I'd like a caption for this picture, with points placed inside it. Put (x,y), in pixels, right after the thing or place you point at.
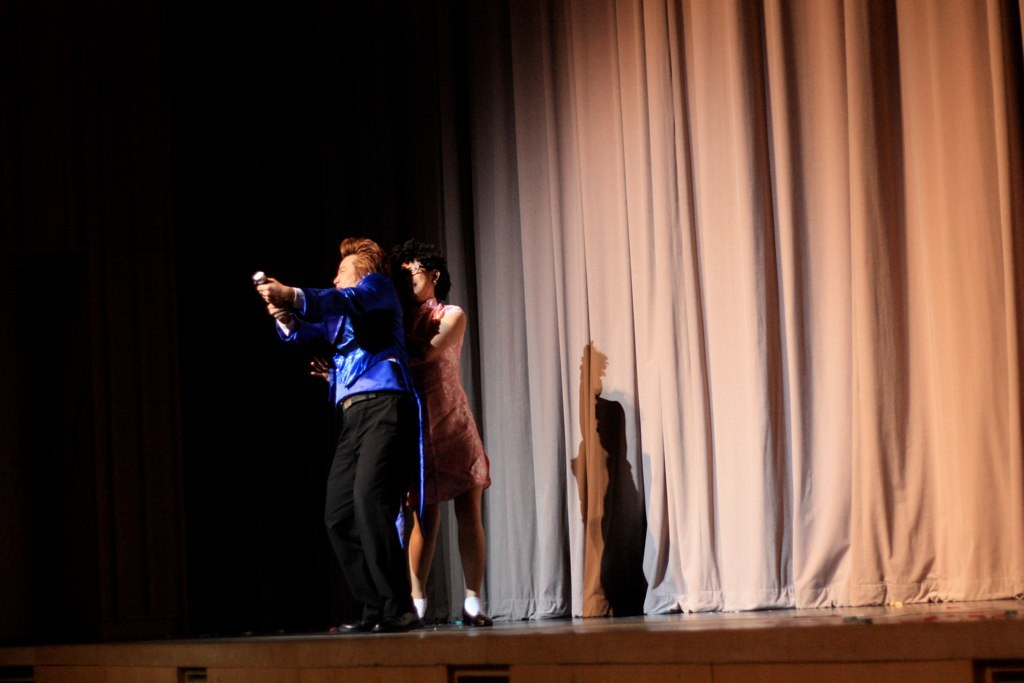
In this image I can see two persons (362,450) standing, the person (394,394) in front (386,440) wearing blue shirt (373,376), black pant (372,415) and the person (453,423) at back wearing peach color dress (440,425) and the curtain (612,322) is in cream color.
